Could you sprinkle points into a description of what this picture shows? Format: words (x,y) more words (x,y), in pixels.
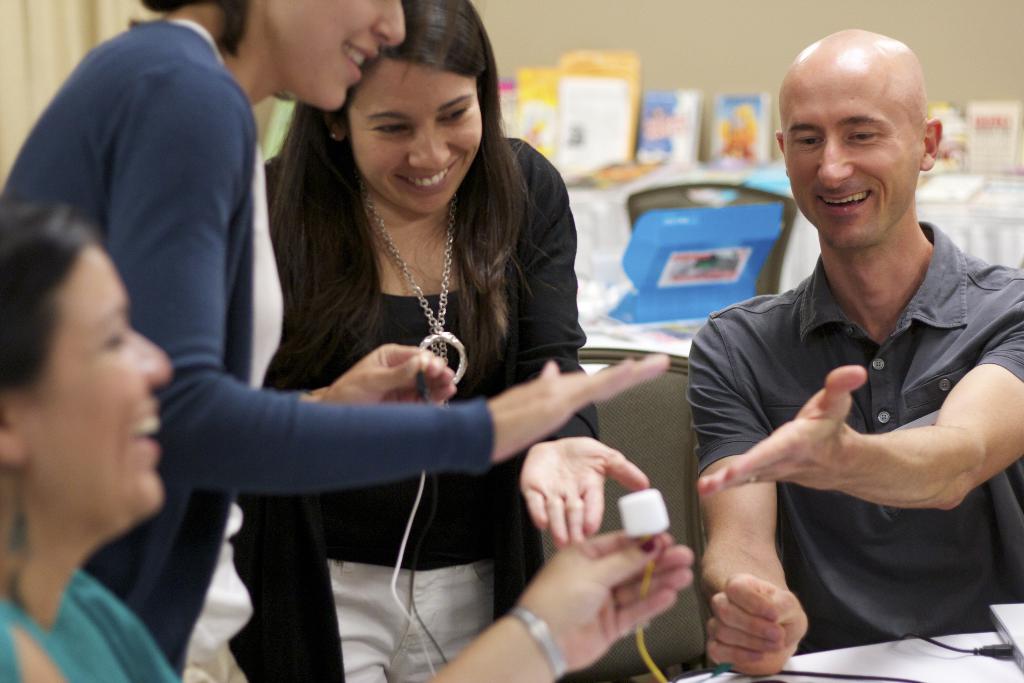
The man (891,374) on the right side (891,374) is sitting on the chair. He is smiling and he is pointing his hand (819,445) towards something. In front of him, we see a table (936,662) on which cables (1000,653) and a device (1009,643) are placed. Beside him, we see two women (373,220) are standing. Both of them are smiling. In the left bottom of the picture (133,492), we see a woman (114,607) in green dress (113,628) is sitting. She is holding something in her hand (569,576) and she is smiling. Behind them, we see a table (619,218) on which blue color box (677,252) and books (596,135) are placed. In the background (544,63), we see a wall (742,52).
